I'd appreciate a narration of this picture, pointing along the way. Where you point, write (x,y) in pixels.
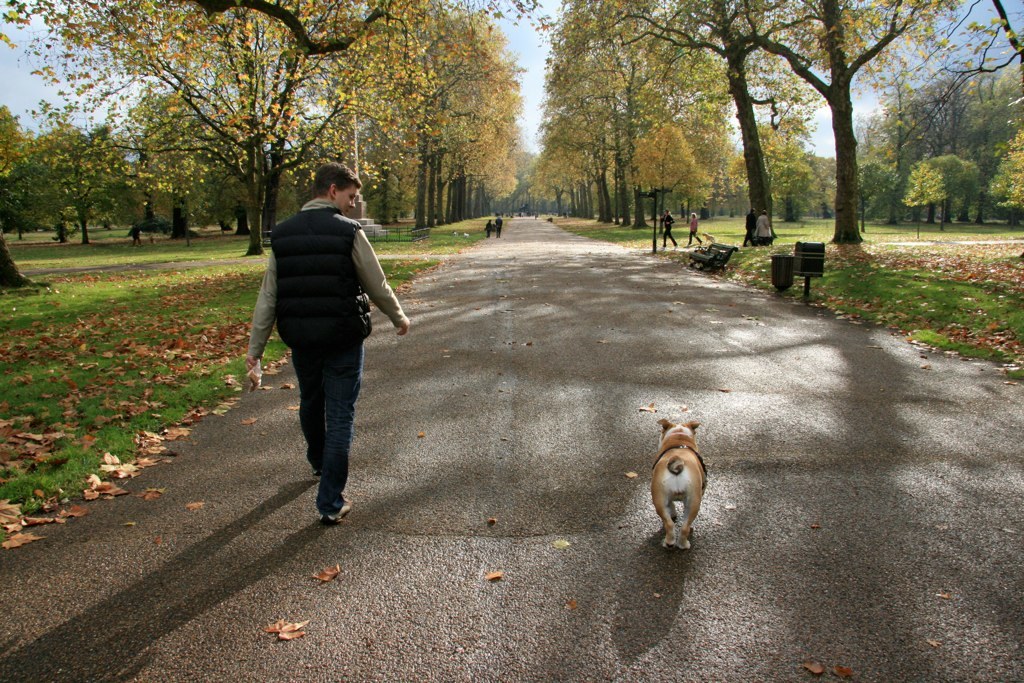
The picture might be taken inside a park (338,564). In the foreground (590,358) we can see dry leaves (1015,350), grass (19,385), person (333,398), dog (673,485) and road (229,428). In the middle of the picture (405,267) there are trees (617,201), people (745,242), dustbin (790,263), grass (746,256), dry leaves (833,258), bench (710,250), road (507,242) and various objects (808,263). In the background (460,68) we can see trees (553,55) and sky (1,88).
